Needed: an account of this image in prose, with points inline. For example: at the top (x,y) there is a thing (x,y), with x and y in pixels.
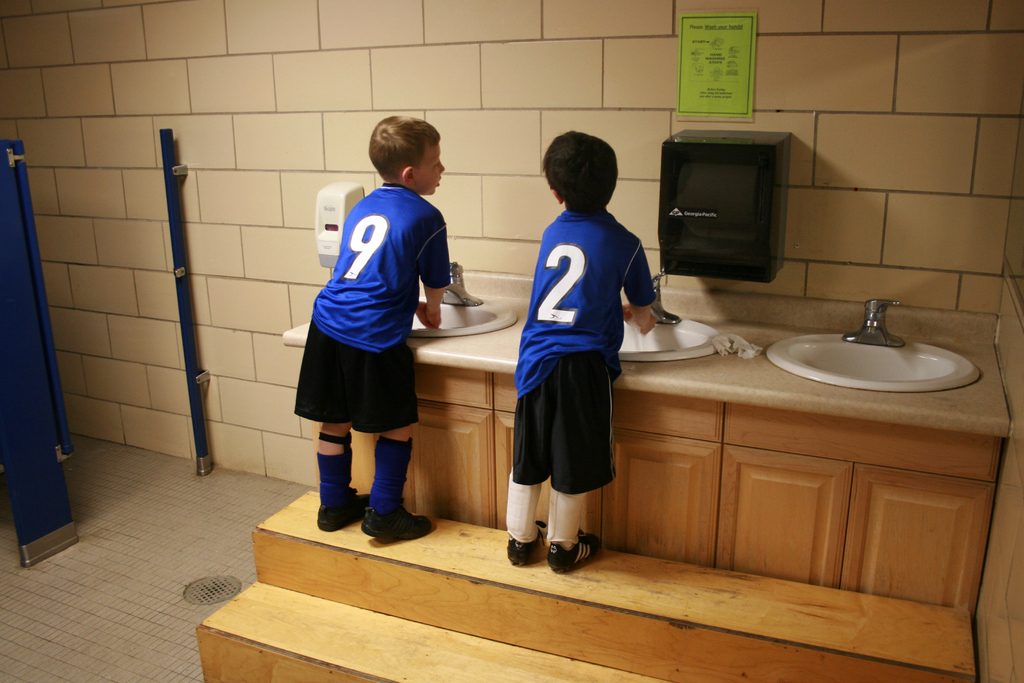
In this image there are kids (374,368) standing and washing their hands (652,315) in a wash basin (698,332) in the center (575,318). On the wall (791,192) there is an object (750,226) which is black in colour and there is a poster (733,69) with some text (721,67) written on it and there is a white colour object (335,216). On the left side (26,387) there is a stand (45,410) which is blue in colour. In the center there are steps (605,619).
